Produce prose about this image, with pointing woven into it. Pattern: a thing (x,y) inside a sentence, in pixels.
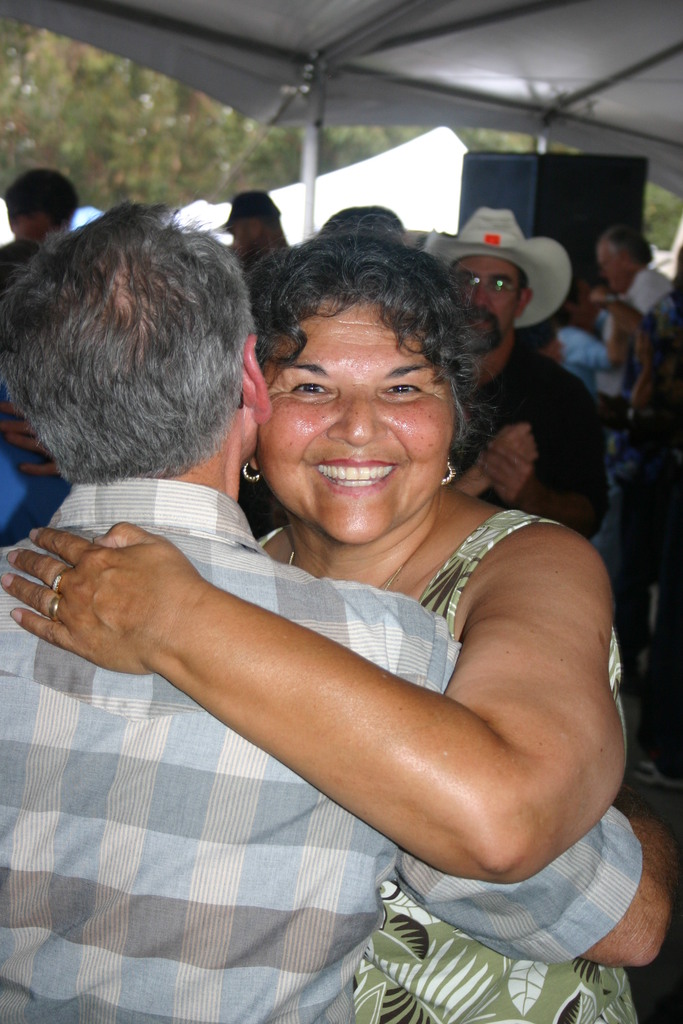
In this image, we can see two people (389,895) man (198,740) and woman (235,641) are hugging to each other. In the background (586,313), we can see group of people (641,313), speaker (639,214), tent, trees (80,135). At the top (656,79), we can see a roof (603,105).
